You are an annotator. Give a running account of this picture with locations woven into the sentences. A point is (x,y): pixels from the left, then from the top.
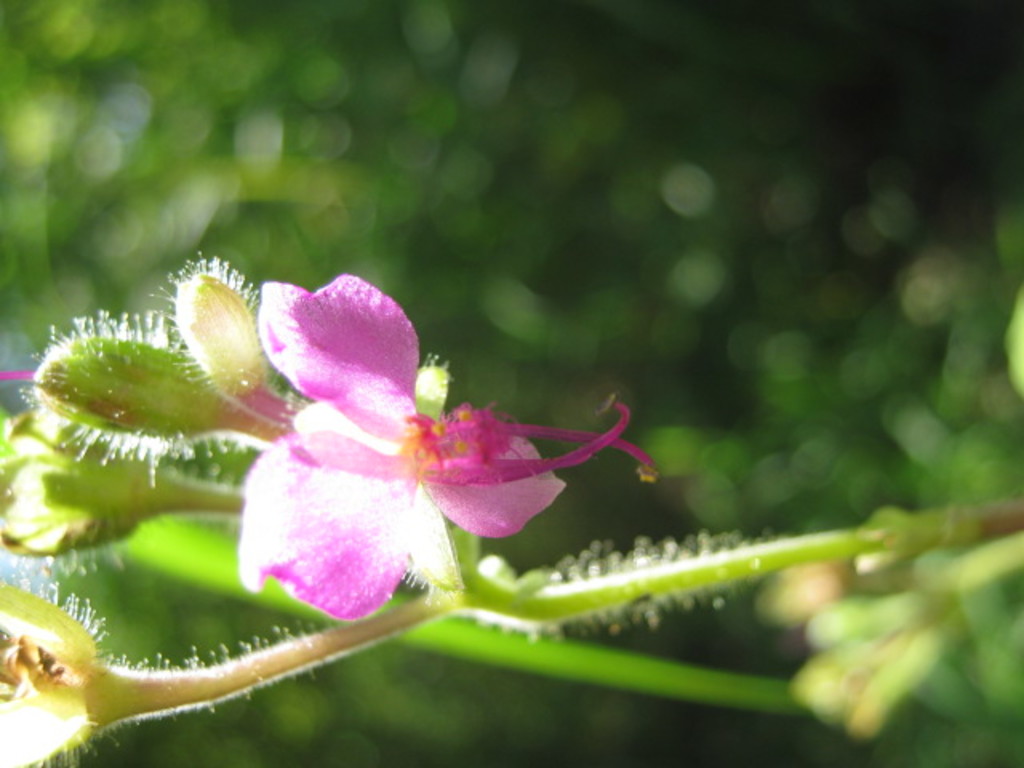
In this image we can see a flower (511,529) and some buds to the stem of a plant (896,649). On the backside (707,203) we can see some plants (622,245).
